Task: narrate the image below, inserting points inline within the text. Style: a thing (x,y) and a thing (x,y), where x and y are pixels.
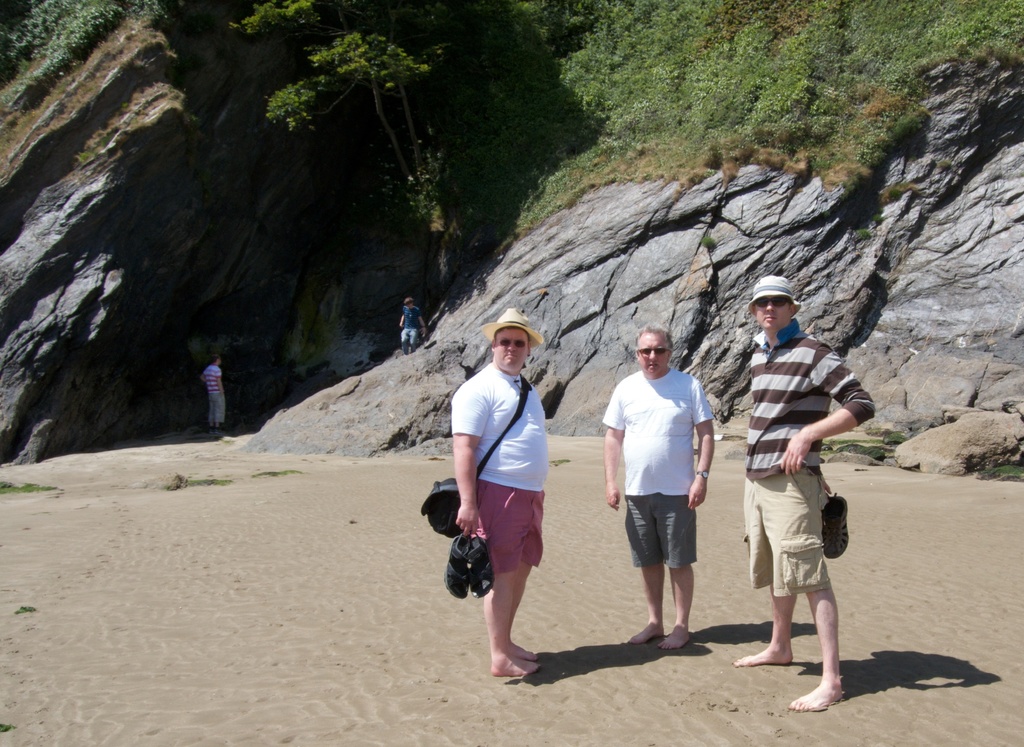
In the image I can see people (502,464) are standing among them some are carrying bags (447,503) and wearing hats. I can also see the grass (685,104), plants (528,138) and some other objects (690,325).
